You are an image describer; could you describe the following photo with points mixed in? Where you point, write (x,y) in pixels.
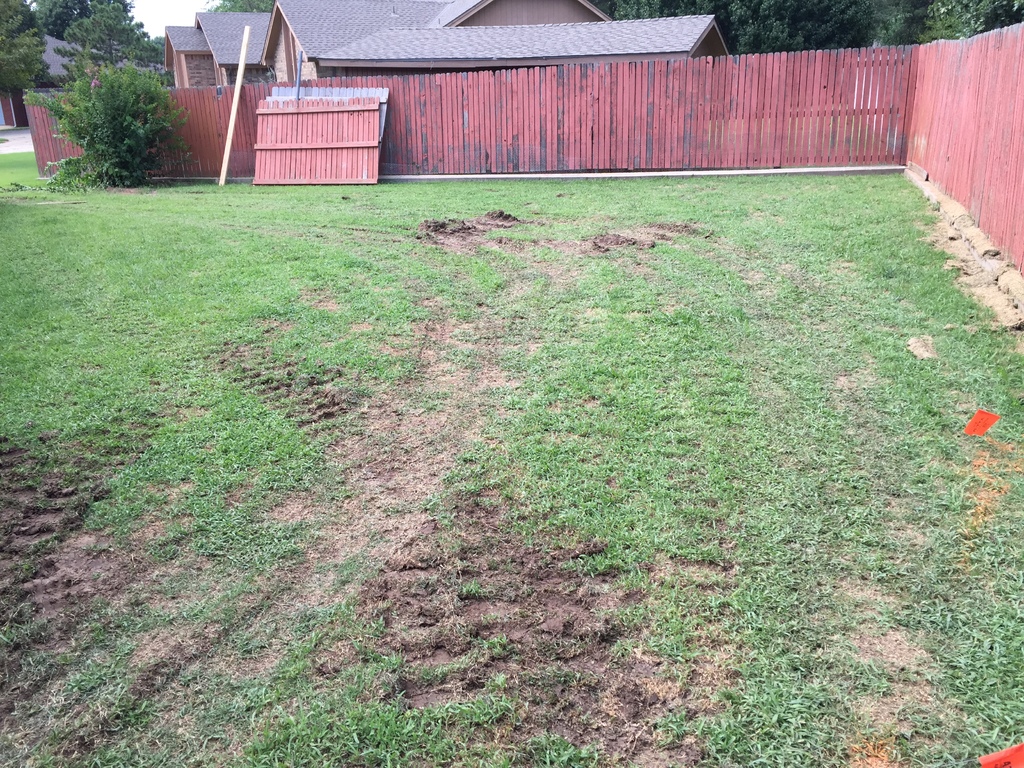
In this image in the background (148,101) there are buildings (659,26) trees (741,21). Here there is a boundary (929,118). In the foreground (917,387) there is a grassland (519,482).
